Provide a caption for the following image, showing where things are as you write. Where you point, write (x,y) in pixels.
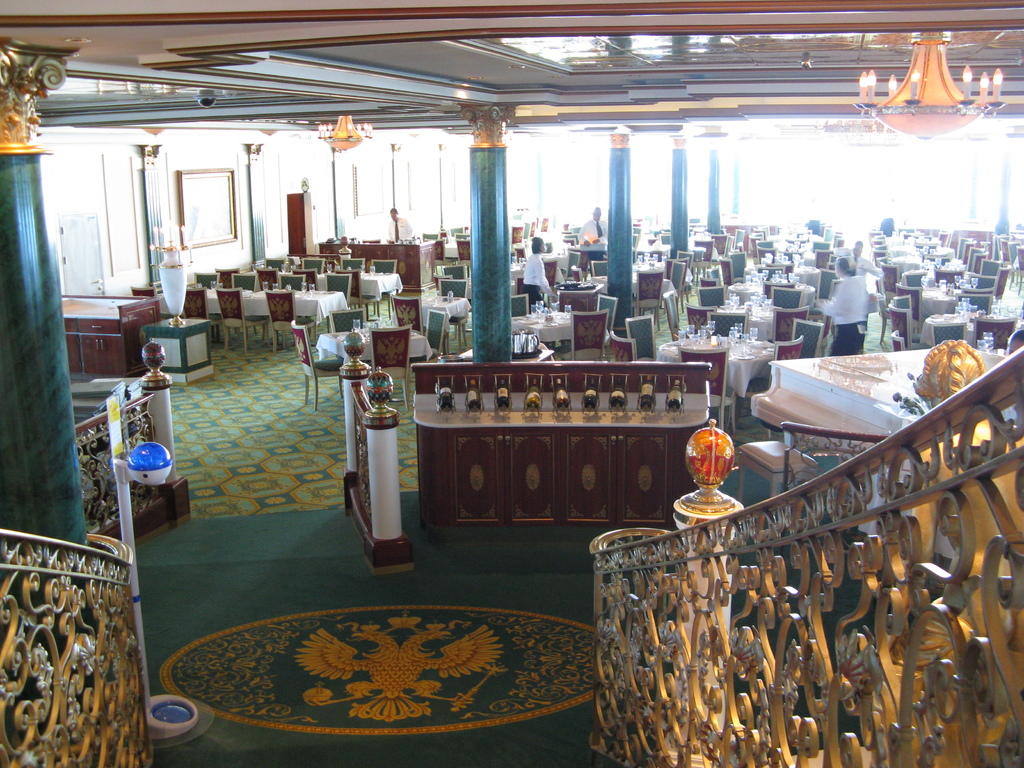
In the image it looks like a restaurant (468,309), there are many tables (734,291) and chairs (817,333) and in between the chairs (894,319) there are few waiters (531,260) and on the left side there is a person (405,230) standing in front of a table (379,253), there is a frame (187,204) attached to a surface (233,254) on the left side (190,187), there are few pillars (475,260) in between the tables (318,311).
